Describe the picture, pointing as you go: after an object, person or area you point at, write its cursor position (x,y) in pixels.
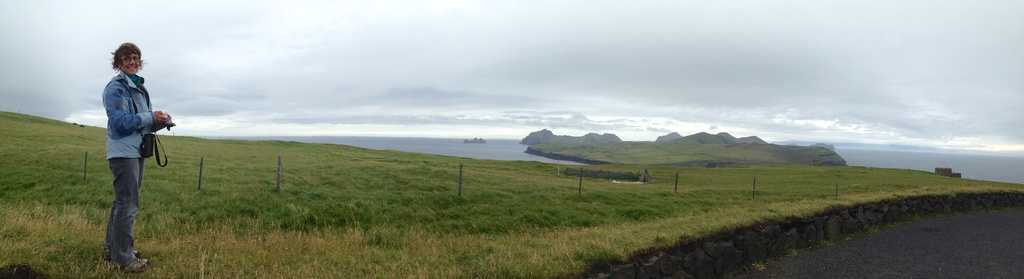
On the left side of the image (119,174) we can see a person (117,135) standing and holding a camera (164,126). On the right (918,254) there is a road (915,256). In the background (433,145) there is a fence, sea (507,153), hills (548,136) and sky (602,103).
